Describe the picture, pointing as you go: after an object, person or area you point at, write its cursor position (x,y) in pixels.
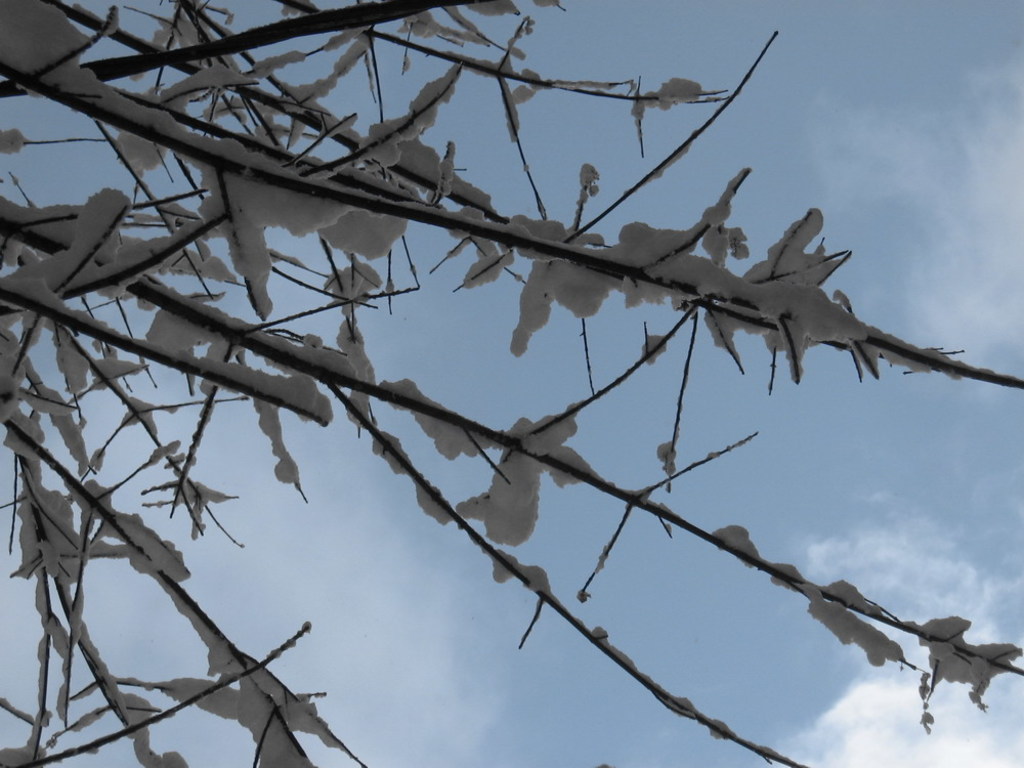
In this image we can see branches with snow (340,219). In the background (672,383) there is sky (702,453) with clouds (447,718).
